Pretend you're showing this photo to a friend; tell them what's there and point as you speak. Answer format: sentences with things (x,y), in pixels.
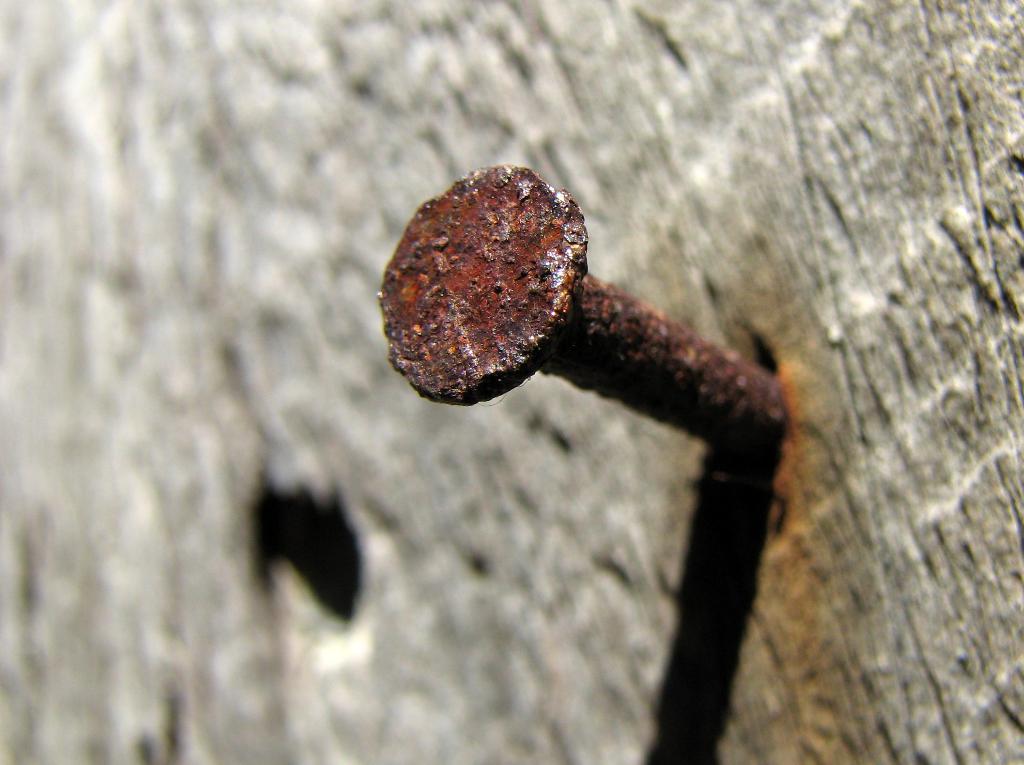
In this picture we can see a nail (500,299) to the wall (229,210).
